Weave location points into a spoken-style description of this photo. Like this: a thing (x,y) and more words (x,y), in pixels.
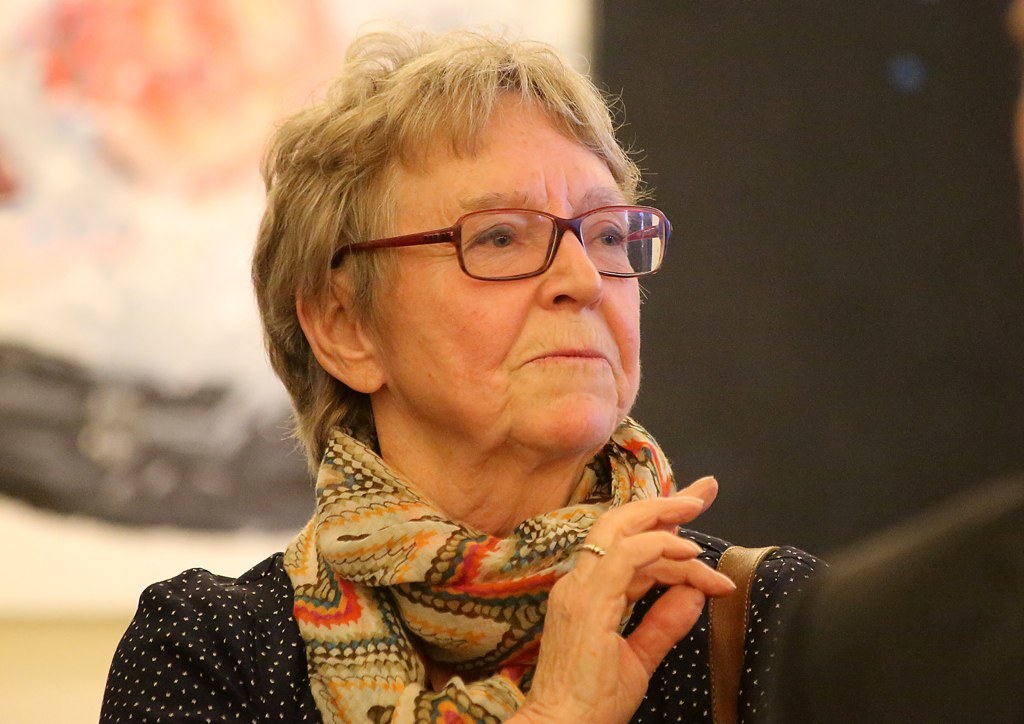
In this image in front (251,710) there is a person (488,220) and the background of the image (134,454) is blur.
